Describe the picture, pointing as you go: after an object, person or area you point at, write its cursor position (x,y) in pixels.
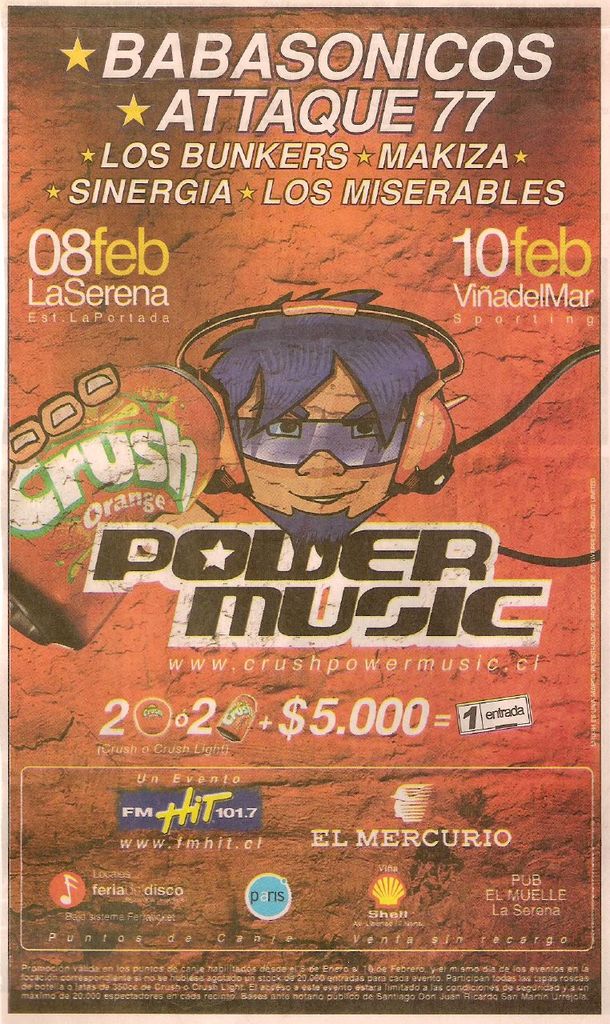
This is a poster and in this poster we can see a person (284,475), goggles (308,452), headphone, tin (149,402), symbols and some text (306,552).
